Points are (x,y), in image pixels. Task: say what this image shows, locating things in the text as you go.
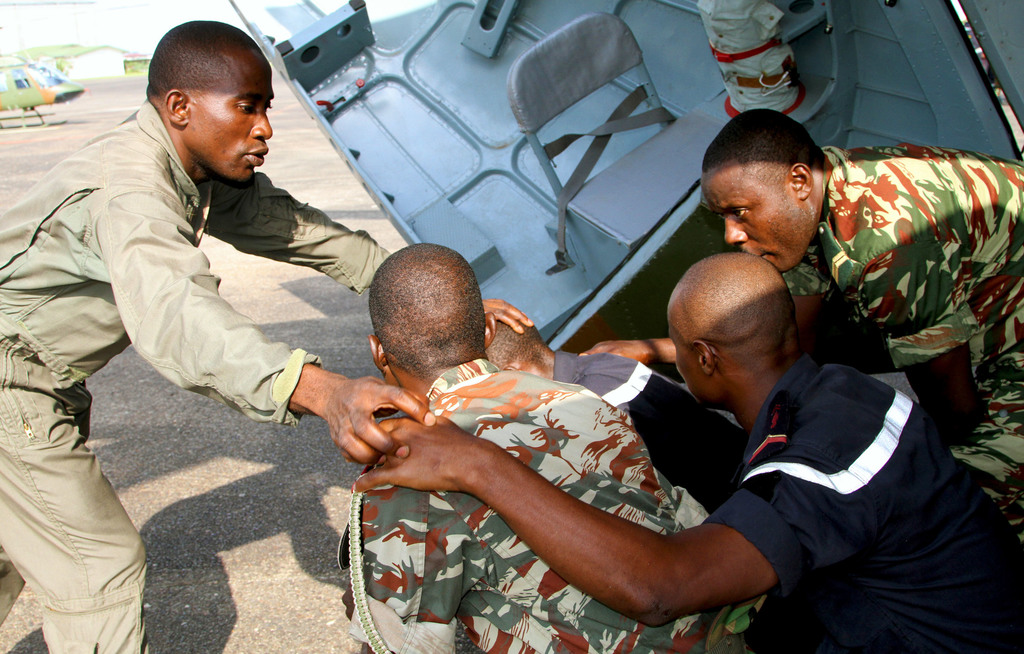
In this picture I can observe five men (536,417). On the left side (18,86) I can observe green color helicopter (33,97). In the background (111,66) it is looking like a house (103,56).
